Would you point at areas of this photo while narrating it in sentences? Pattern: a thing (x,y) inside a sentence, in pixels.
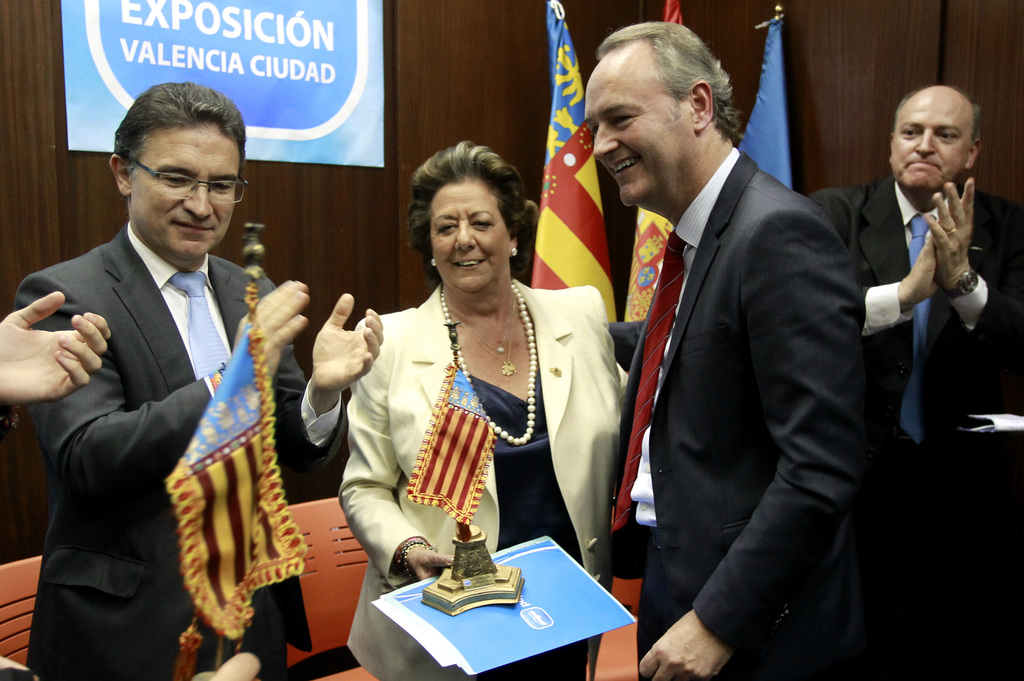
In this image we can see three men (778,256) and one woman (488,325). Men (698,280) are wearing suits (767,325). The woman (543,384) is wearing a black top (510,508) with a cream color coat (389,455) and holding a file (420,608) and a trophy (439,609) in her hand (451,567). In the background (442,127), we can see flags (583,69), wooden wall (487,95) and one poster (302,51).
